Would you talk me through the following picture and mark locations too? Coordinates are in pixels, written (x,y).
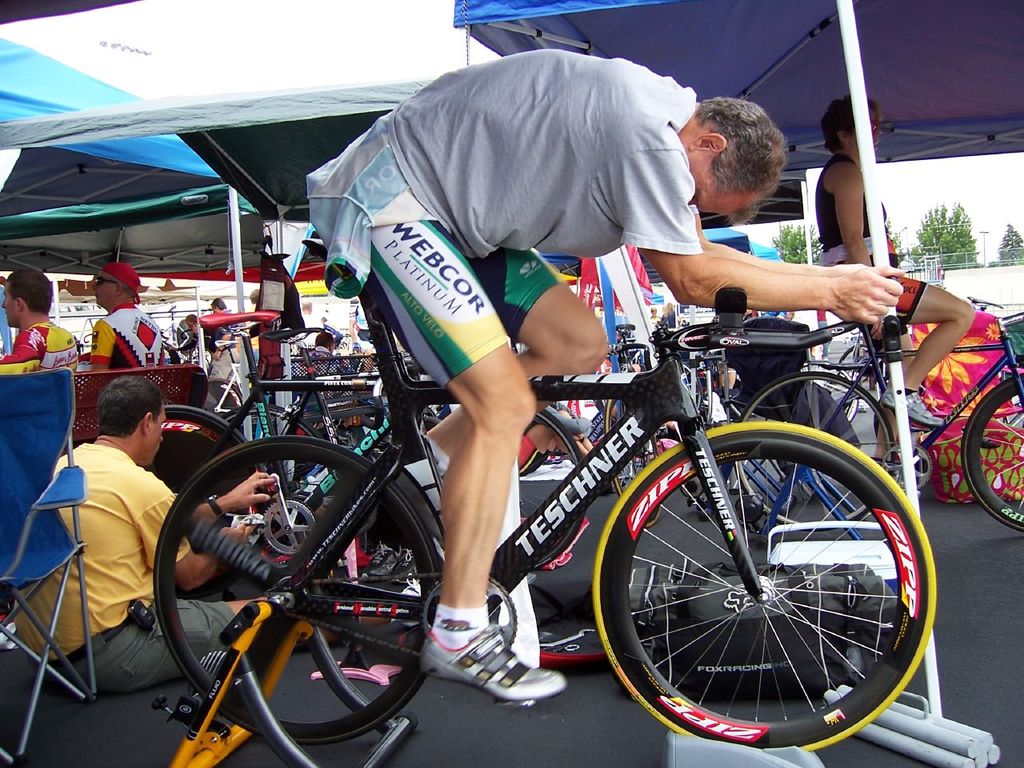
As we can see in the image there is a sky (267,66), few people (368,227). The man (480,398) on the front (504,413) is sitting on bicycle (532,533) and the man (132,516) on the left side (132,516) is sitting on floor (138,709).
